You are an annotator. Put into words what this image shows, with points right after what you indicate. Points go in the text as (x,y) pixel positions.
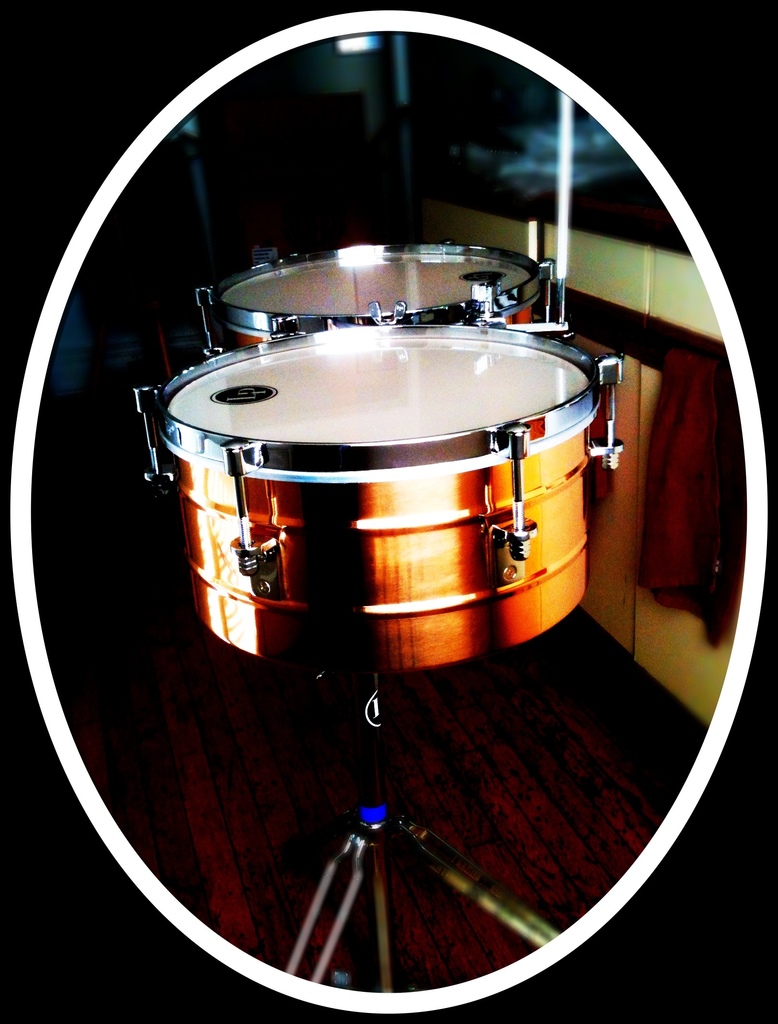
This is an edited image, in this image there are musical instruments (336,522) on a wooden floor (503,726).
